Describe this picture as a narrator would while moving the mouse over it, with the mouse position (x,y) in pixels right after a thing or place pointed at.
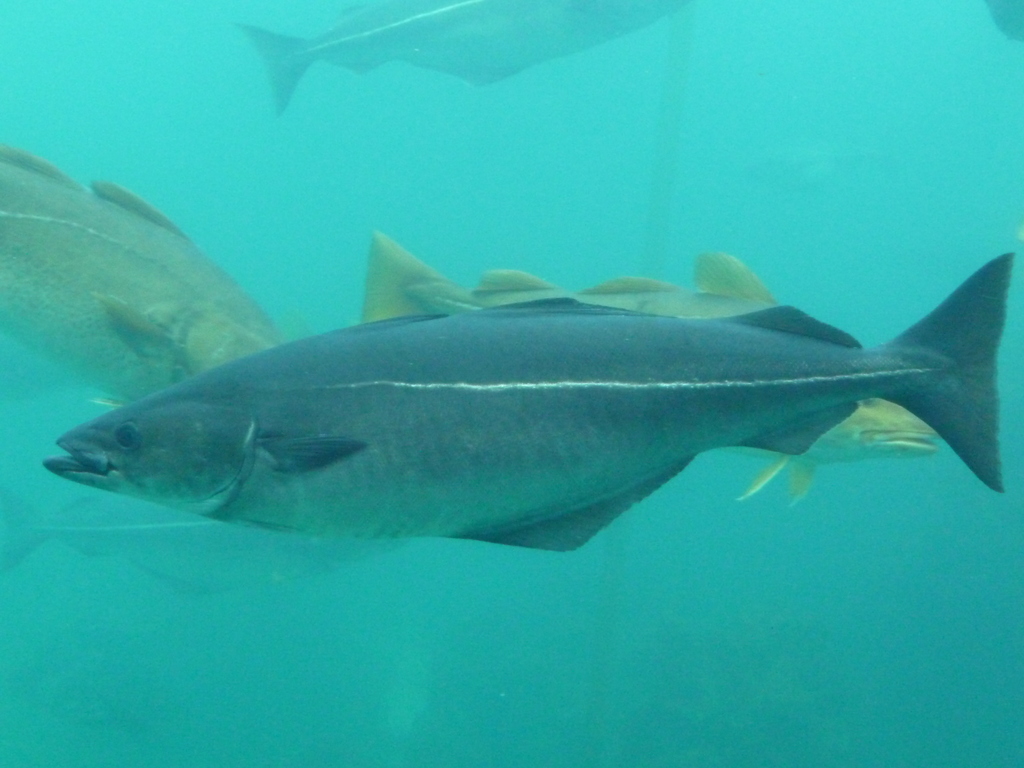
In this picture we can see fish (60,243) in the water (785,225).
